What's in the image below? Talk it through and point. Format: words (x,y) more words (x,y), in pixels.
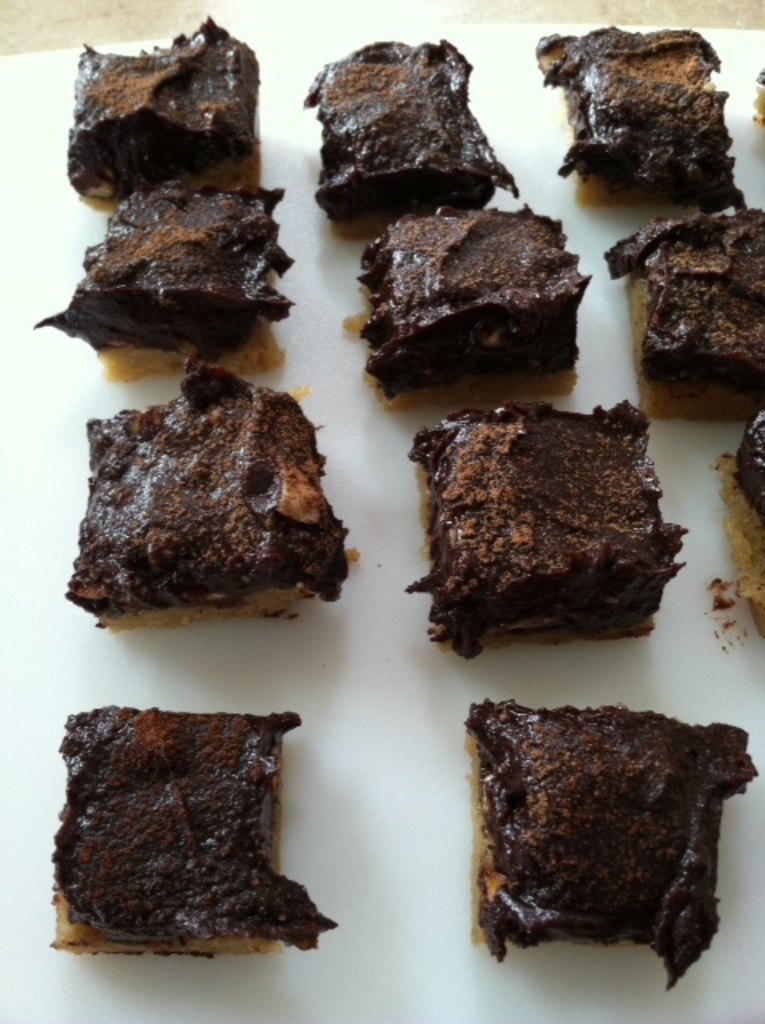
In this image we can see some chocolate brownies (134,254) which are on the white color surface (416,671).
